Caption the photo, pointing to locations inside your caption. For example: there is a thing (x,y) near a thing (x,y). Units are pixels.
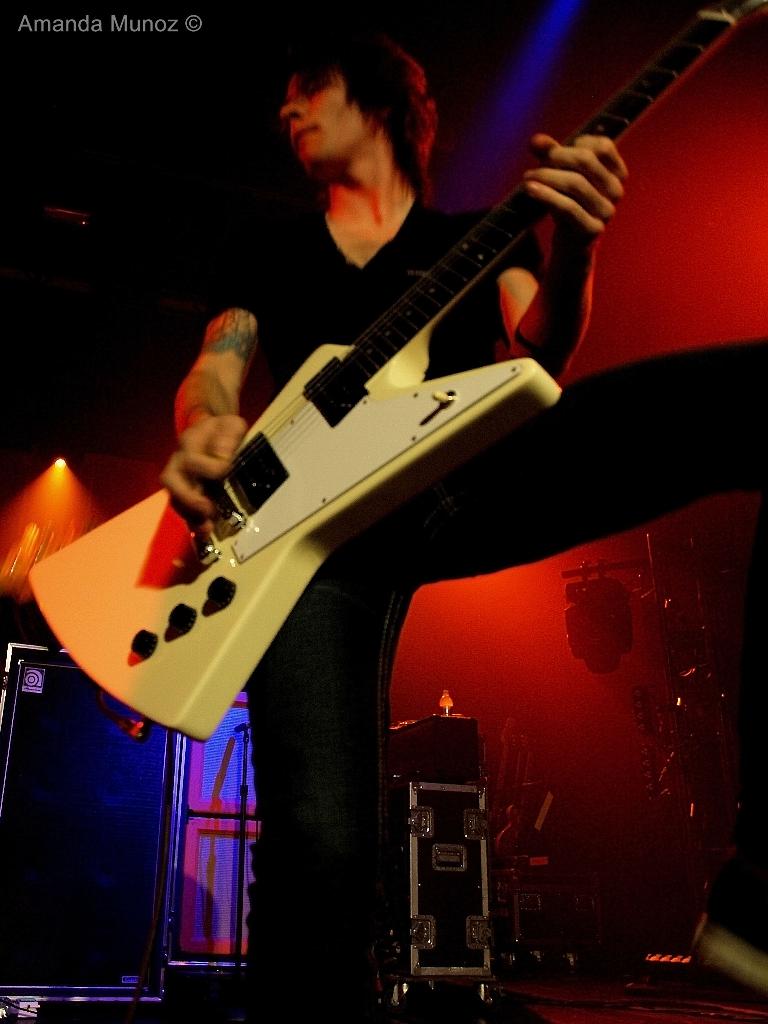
This person (276,702) standing and playing guitar (283,503). We can see electrical device (39,871) on the floor (652,997). On the background (707,147) we can see wall (709,153), door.
